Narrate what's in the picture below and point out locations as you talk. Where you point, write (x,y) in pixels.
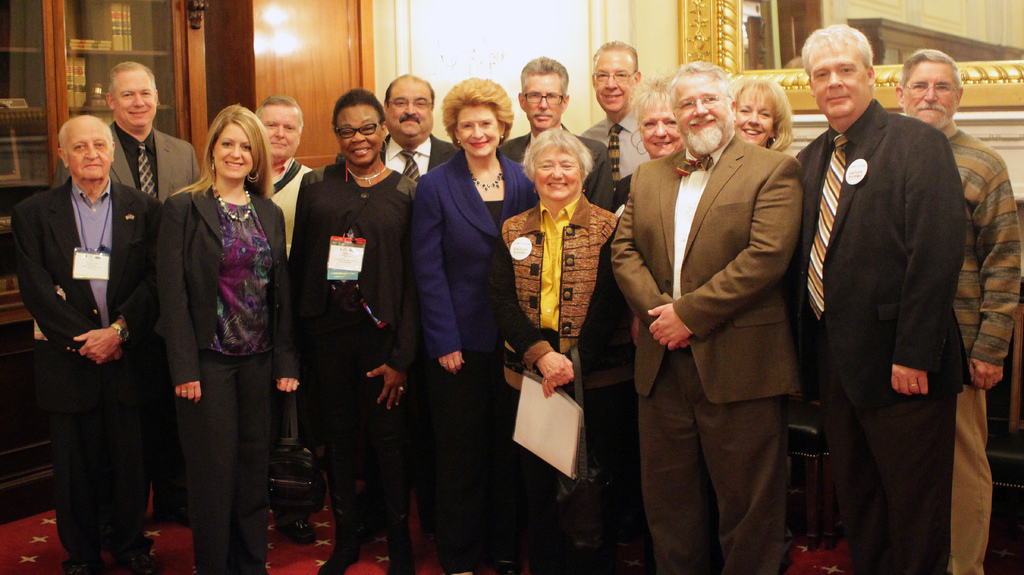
In this image there is a group of people (399,283) standing with a smile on their face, one of the woman (541,298) is holding some object (533,400) in her hand (565,377), behind them there is a mirror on the wall (575,78) and there are some books (78,92) on the wooden shelf (64,113) with glass (165,98), there are some objects (819,464) behind them.
